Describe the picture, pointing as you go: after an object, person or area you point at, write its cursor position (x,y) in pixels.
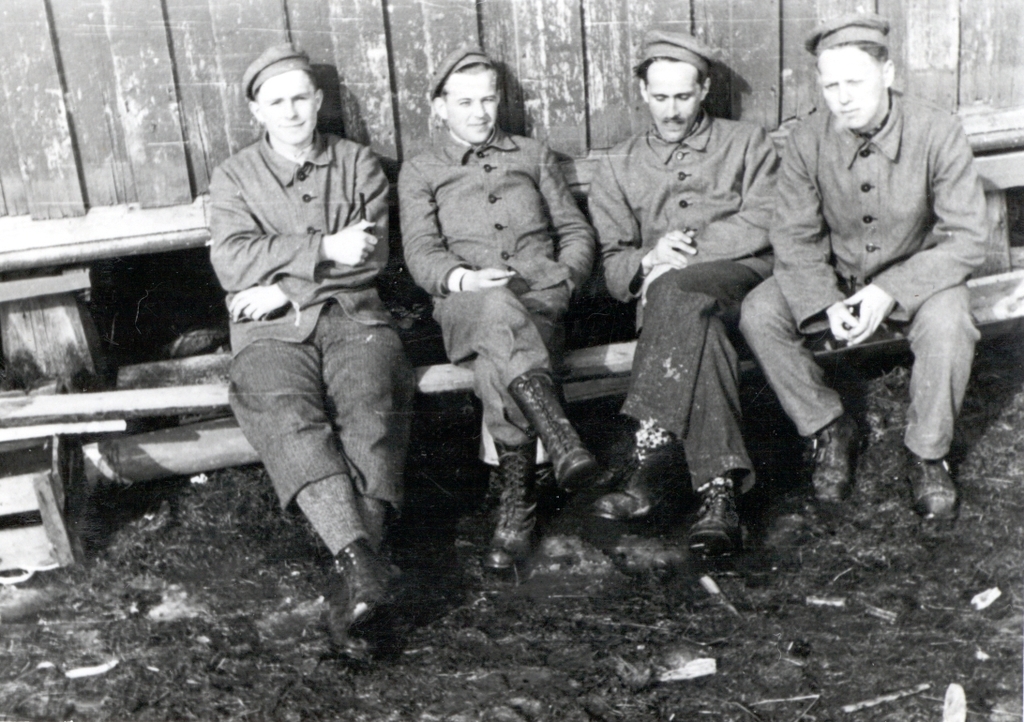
In this image I can see the black and white picture in which I can see four person (344,247) wearing uniforms (656,197) are sitting on the wooden bench (200,383). In the background (141,77) I can see the wooden wall (191,91).
